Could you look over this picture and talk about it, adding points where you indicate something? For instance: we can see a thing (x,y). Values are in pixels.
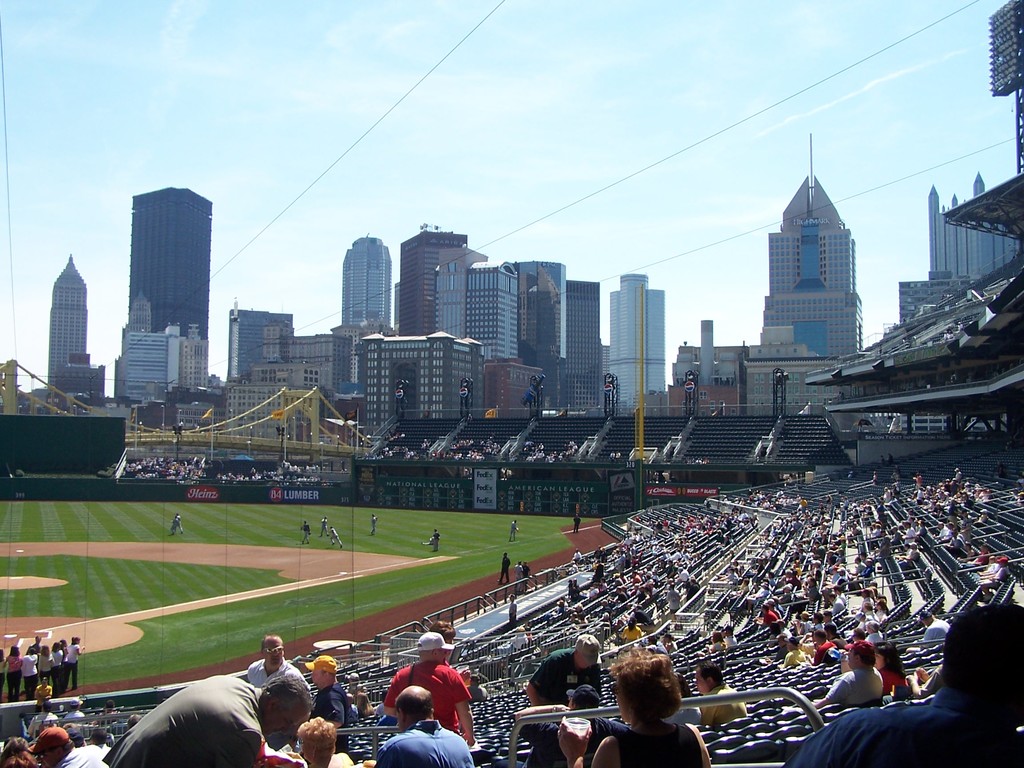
In this image I can see a baseball stadium (415,553) and I can also see number of people (839,722) where few are standing on the ground (398,551) and few are standing in the stands (729,743). I can also see most of them are sitting on the right side (777,523). In the background (822,312) I can see number of buildings (526,340), few wires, a bridge (221,425) and the sky (449,171).
